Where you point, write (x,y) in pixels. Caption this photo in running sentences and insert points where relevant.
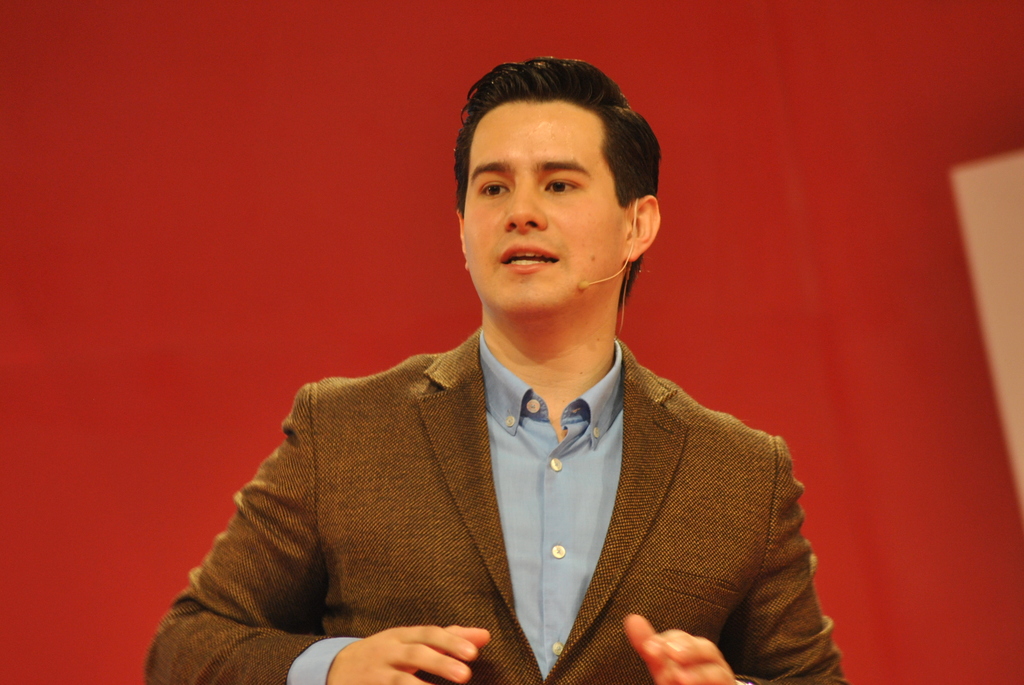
In this image, I can see a man (511,600) talking. There is a red background (283,379).
